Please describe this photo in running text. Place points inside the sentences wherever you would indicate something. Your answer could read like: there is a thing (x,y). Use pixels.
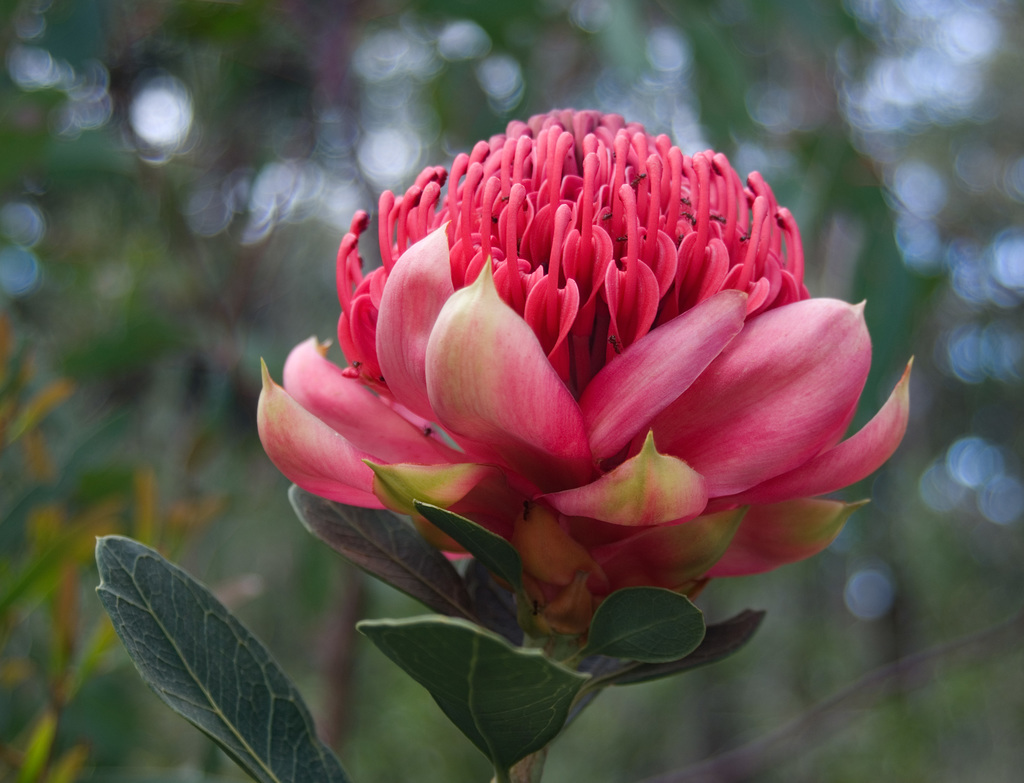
In this image there is red flower (593,424) with leaves (261,700) and the background (612,772) is blurred.
